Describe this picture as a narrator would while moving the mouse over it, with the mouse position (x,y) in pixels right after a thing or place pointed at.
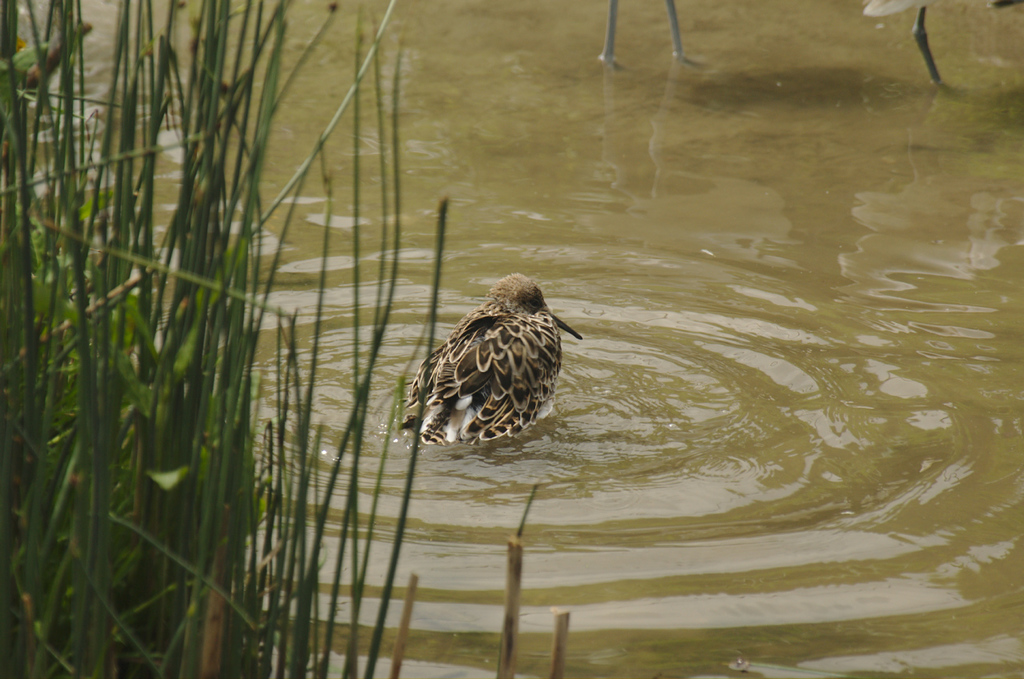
There are plants (190,521) in the foreground area of the image (375,376), there is a bird (555,375) in the water (594,359) in the background (525,289).
